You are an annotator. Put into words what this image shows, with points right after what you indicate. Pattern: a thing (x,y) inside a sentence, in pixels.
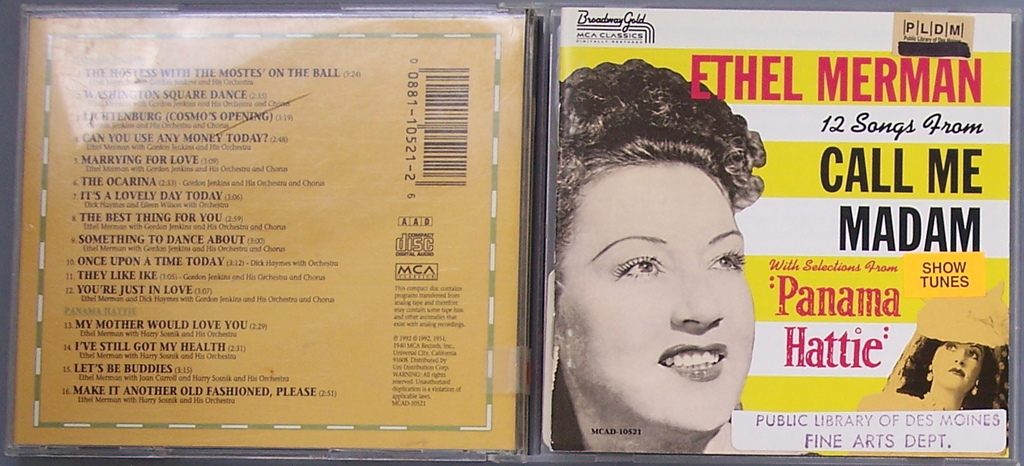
This is a collage image and here we can see pictures (650,199) of some people (929,300) and there is text (901,161).
